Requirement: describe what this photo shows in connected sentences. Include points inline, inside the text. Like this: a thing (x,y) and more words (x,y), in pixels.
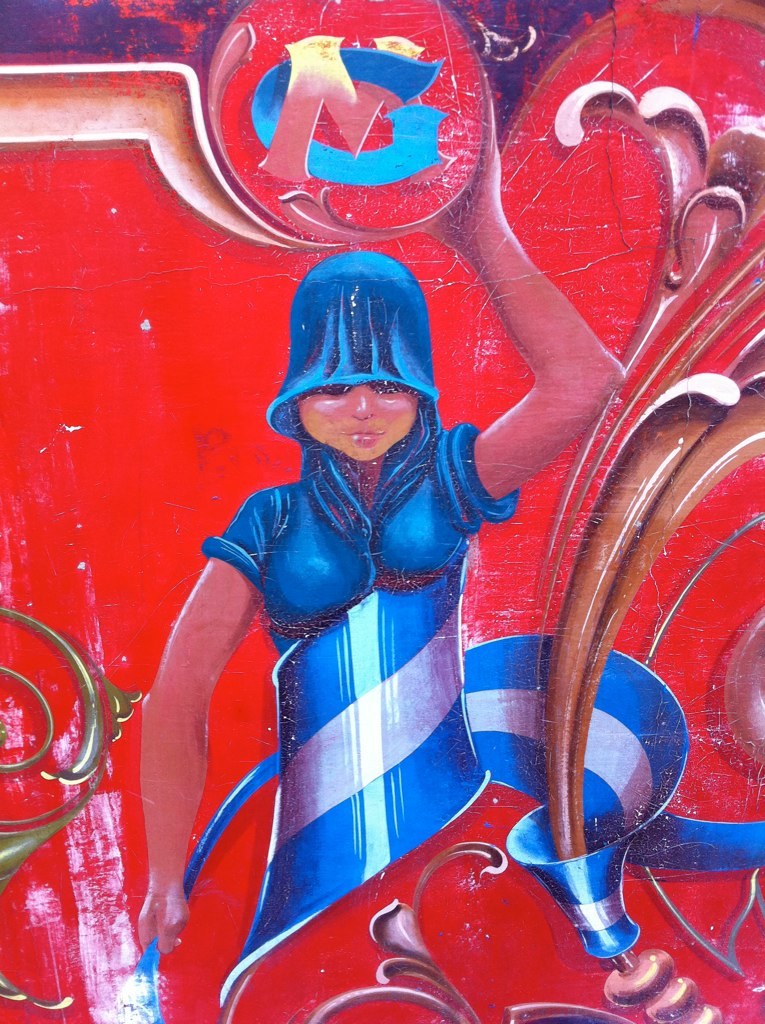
This is a poster. In this poster we can see a person (353,663) holding an object (416,220) in hand (481,205).
